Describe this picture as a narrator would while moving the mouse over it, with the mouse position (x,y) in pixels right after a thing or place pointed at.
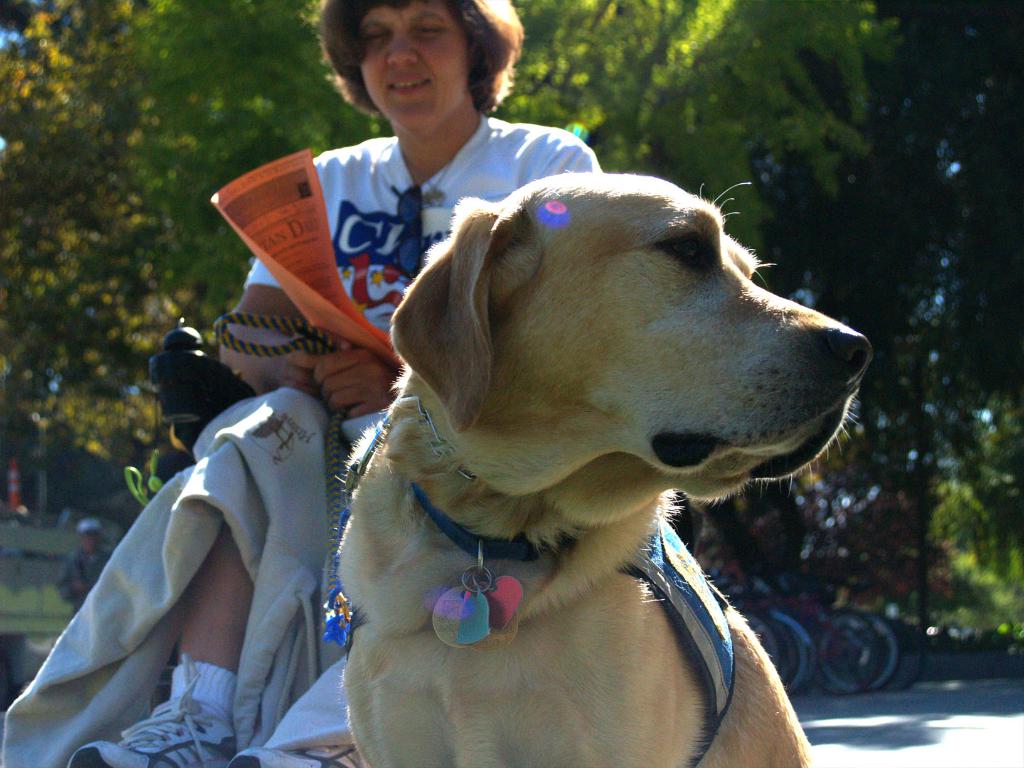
In this image i can see a dog (570,450) and a person (441,183) holding a paper (292,277). In the background (86,143) i can see trees (206,161) and few bicycles (820,622).
